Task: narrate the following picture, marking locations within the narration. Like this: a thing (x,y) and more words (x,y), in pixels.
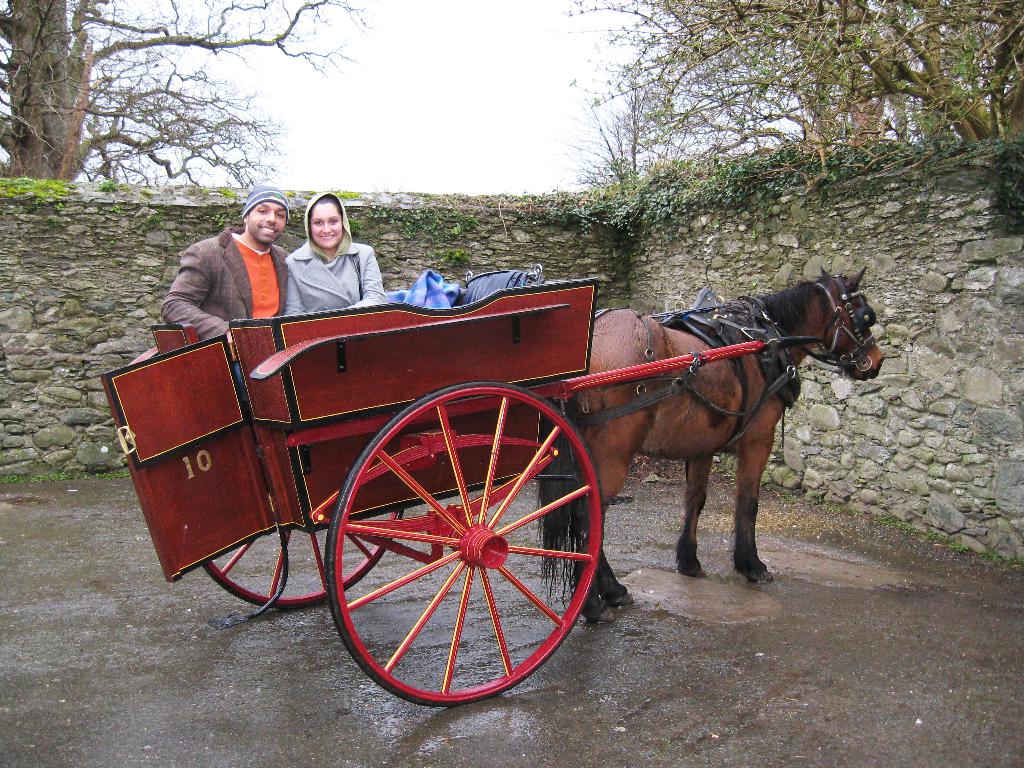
In this picture I can observe horse (693,427) which is in brown color. I can observe red color horse cart (443,404) behind the horse (710,365). There are two members (223,271) sitting in this horse cart (325,469). In the background (790,33) I can observe trees (26,96) and sky (388,106).
